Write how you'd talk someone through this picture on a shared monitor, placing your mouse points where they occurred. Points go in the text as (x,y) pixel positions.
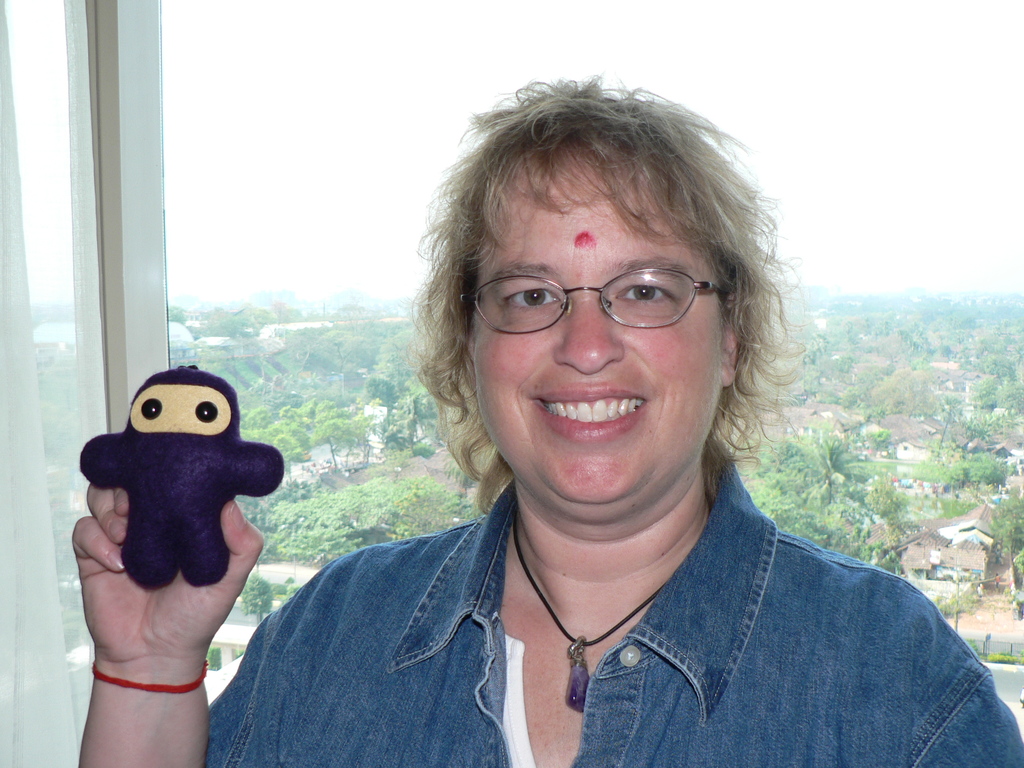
In the center of the image (546,375) we can see a person (565,351) wearing glasses (627,291) and holding a soft toy (198,497). In the background (946,436) we can see many trees (287,453) and also houses (918,448). Sky (362,93) is also visible. On the left (35,261) there is a glass window (21,481).
